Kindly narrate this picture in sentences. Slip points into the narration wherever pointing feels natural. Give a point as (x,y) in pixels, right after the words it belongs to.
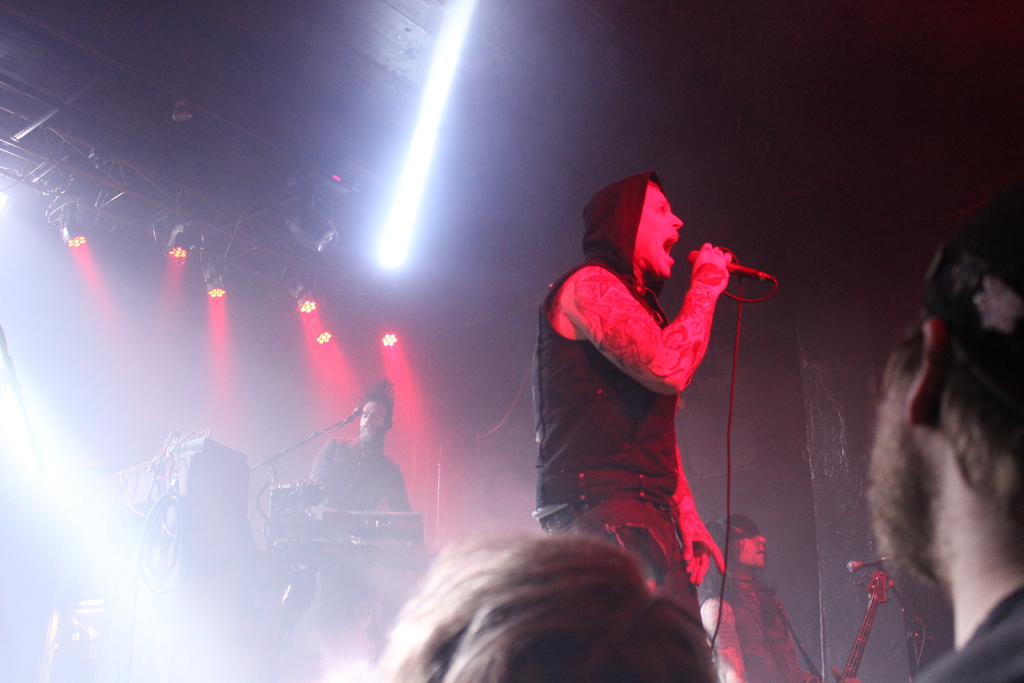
In this image I can see few people (467,618) where one man (712,246) is standing and holding a mic (742,264), I can also see he is wearing hoodie (606,471). In the background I can see few lights (334,346).
